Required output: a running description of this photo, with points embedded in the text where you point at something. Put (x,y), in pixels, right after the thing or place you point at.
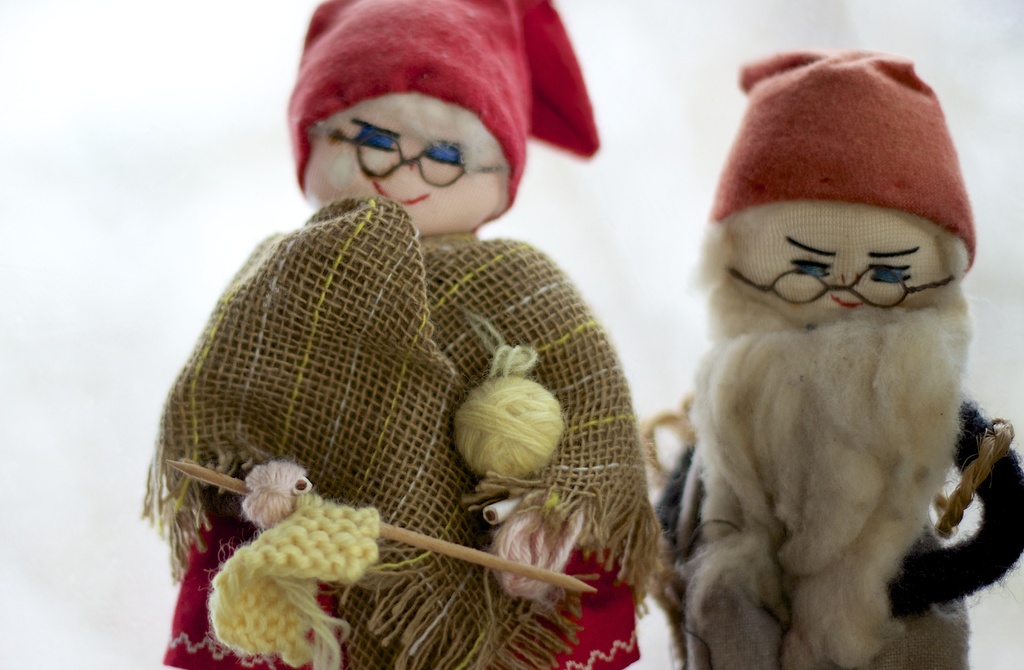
In this picture, we see two dolls (566,352). The doll (543,335) on the left side (281,327) is holding a weaving stick (240,489) and a woolen thread (289,520). In the background (539,204), it is white in color.
